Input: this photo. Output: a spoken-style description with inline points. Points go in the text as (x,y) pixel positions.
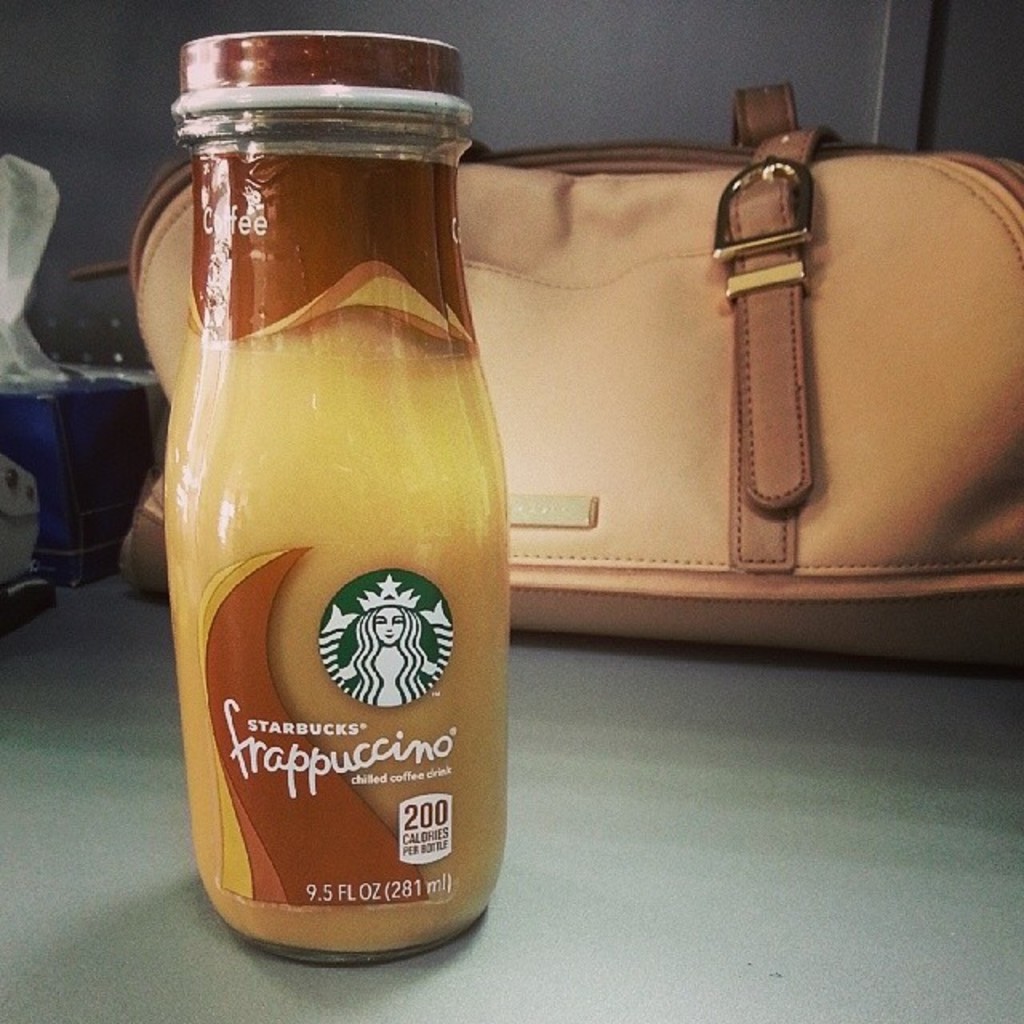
Here we can see a Frappuccino bottle (435,652) and behind that there is a luggage bag (994,403).
